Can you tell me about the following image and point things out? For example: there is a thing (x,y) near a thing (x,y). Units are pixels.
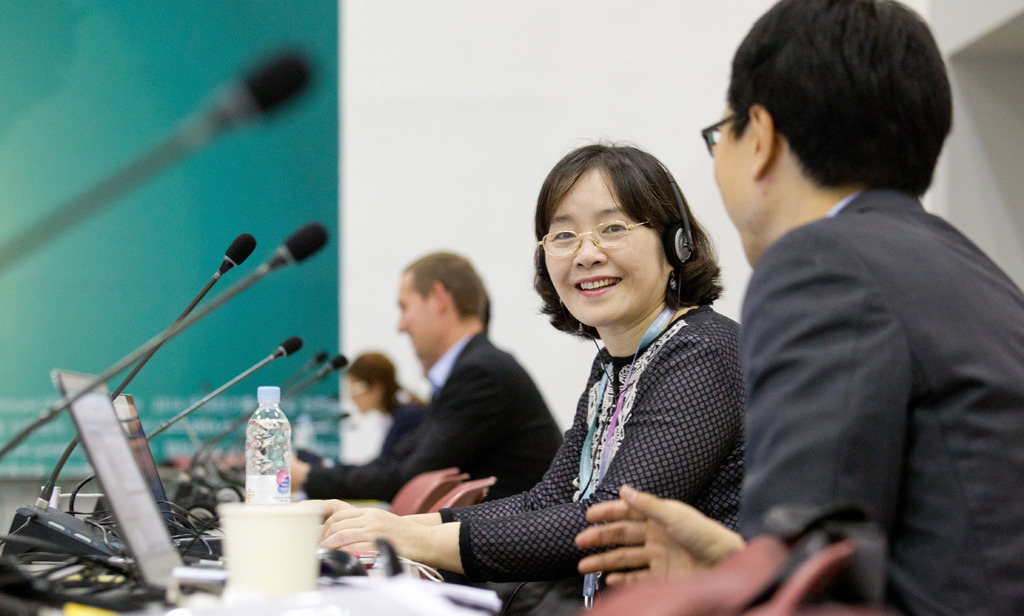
In this image few people (568,530) are sitting on the chairs (706,572). Bottom of the image (322,610) there is a table (289,509) having a bottle (260,426), laptops (154,461), mikes (42,544), cup (226,546) and few objects (41,598) on it. Background (23,303) there is a wall (11,505) having a banner (153,225). Middle of the image (648,246) there is a woman (634,284) wearing headset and spectacles (572,248). Beside her there are few chairs (467,490).
